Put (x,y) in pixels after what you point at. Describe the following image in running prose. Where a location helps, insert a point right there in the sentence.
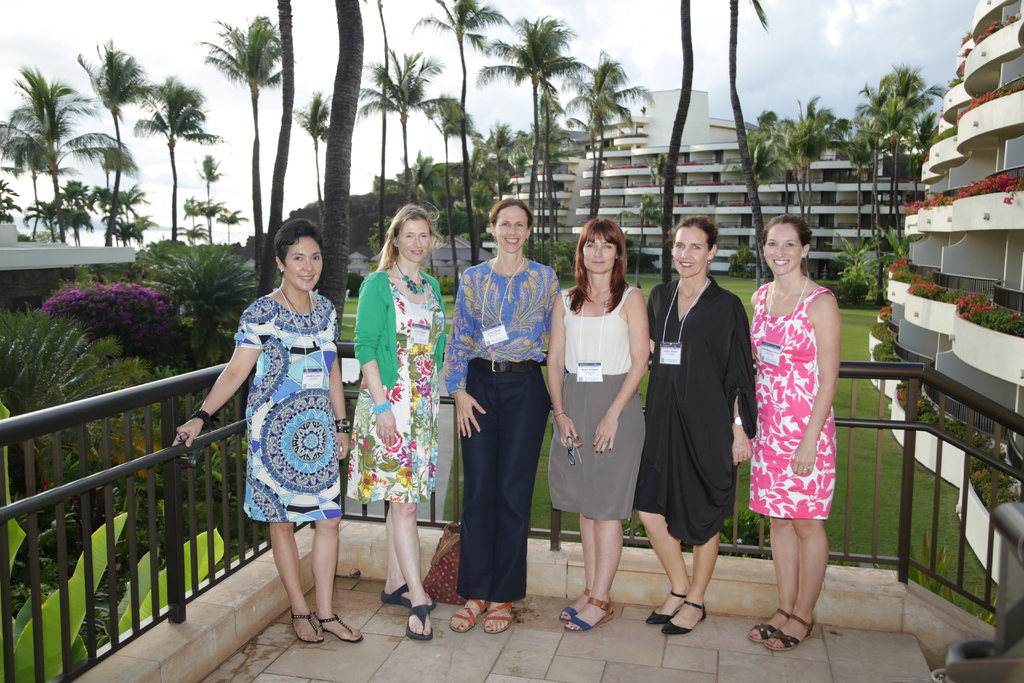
In this image we can see few ladies (668,415), and they are wearing access cards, standing in the balcony (171,474), there are some plants (974,297), trees (284,51), flowers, buildings (695,179), also we can see the sky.
